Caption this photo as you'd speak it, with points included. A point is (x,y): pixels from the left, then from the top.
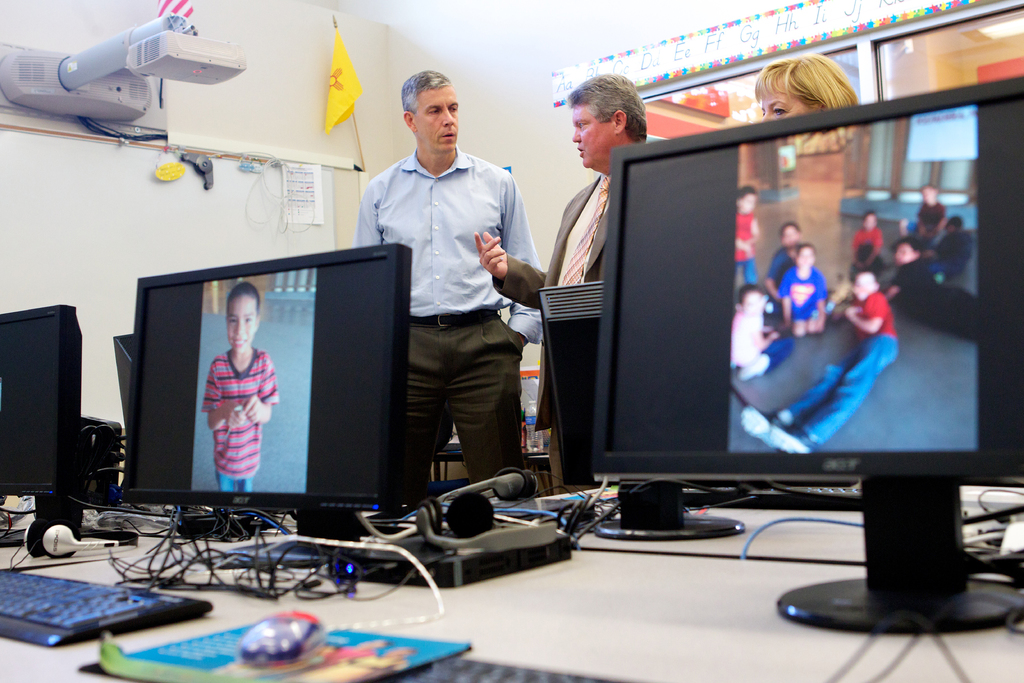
Here in the front (256,415) we can see number of monitors (368,394) and keyboards (126,616) and mouses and headsets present on the table (728,630) over there and behind that we can see a group of people (481,263) standing and talking with each other and on the wall (304,84) we can see an electronic equipment (97,64) and we can see a flag post (335,47) and we can see decoration (627,55) present over there and we can see cable wires (252,513) present here and there on the table (408,607) over there.
